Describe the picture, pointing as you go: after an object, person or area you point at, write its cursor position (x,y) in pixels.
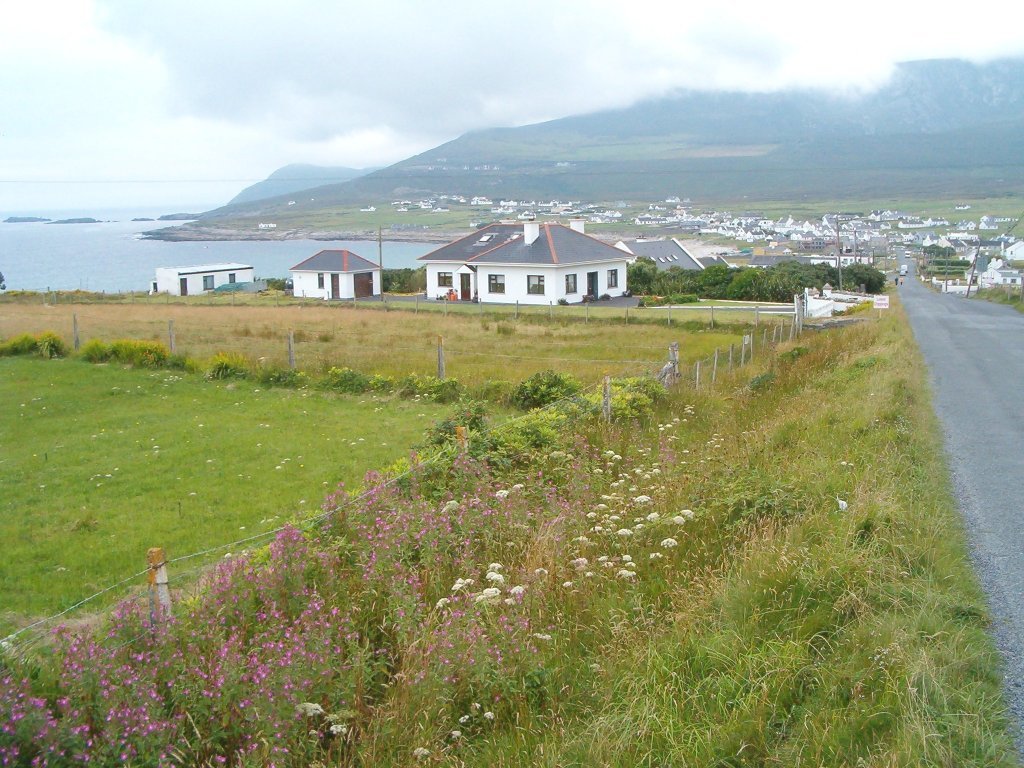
At the bottom (427,673) we can see plants (421,654) with flowers (458,611), grass (705,734) on the ground (572,454) and on the right (968,349) we can see road (957,341). In the background (414,308) there are houses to either side of the road (943,371), vehicles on the road (941,343), trees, poles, grass (236,314), mountains (510,185) and clouds (502,59) in the sky (90,204). On the left (93,246) we can see water (204,253).
